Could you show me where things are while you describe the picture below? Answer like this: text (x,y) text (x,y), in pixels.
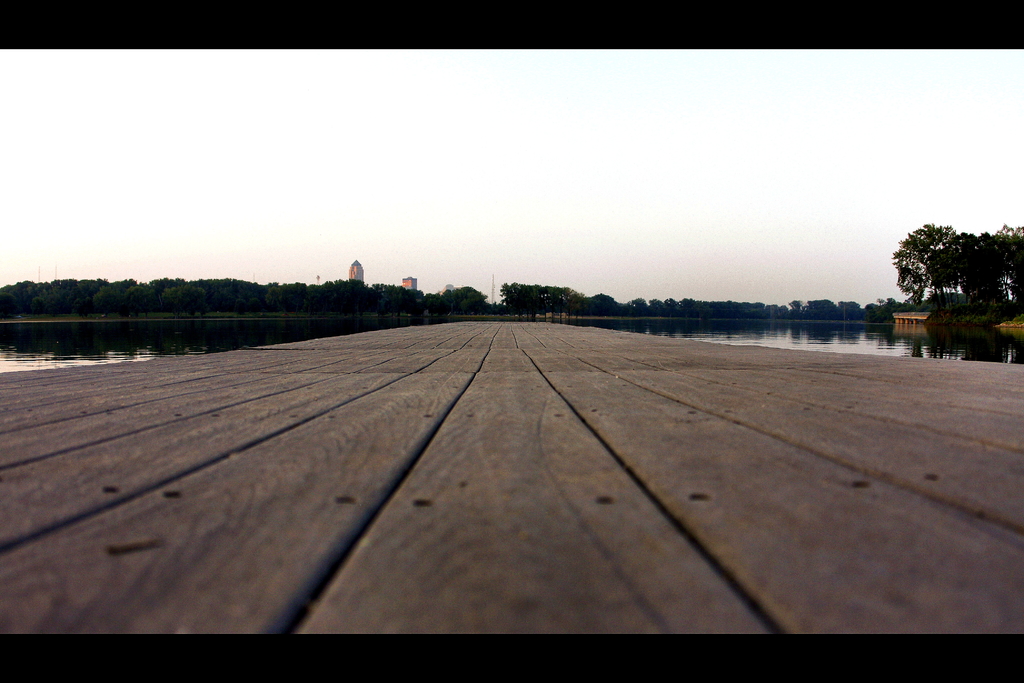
In this image there a bridge (440,409) over the water (378,324), there are few trees (363,312), buildings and the sky (705,206).
